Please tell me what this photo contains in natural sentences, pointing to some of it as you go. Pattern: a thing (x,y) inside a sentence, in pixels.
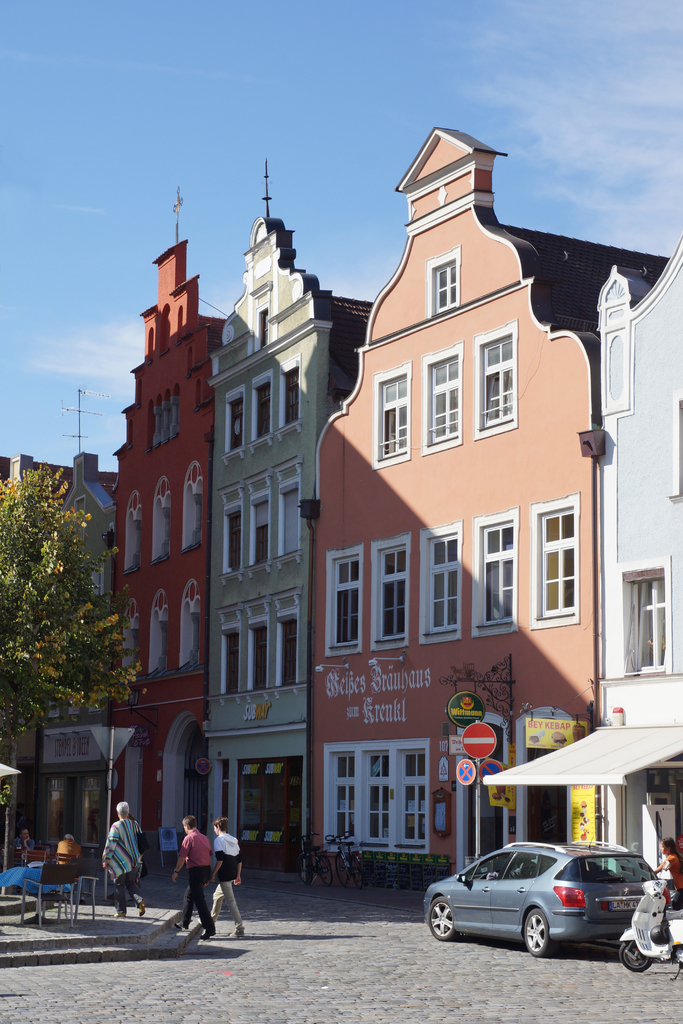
There are people (224,847) walking and we can see vehicles (513,913) on the road (170,967), chairs (59,900) and table (22,882). We can see buildings (78,822), boards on poles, lights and tree (46,475). In the background (78,134) we can see sky (635,154).
